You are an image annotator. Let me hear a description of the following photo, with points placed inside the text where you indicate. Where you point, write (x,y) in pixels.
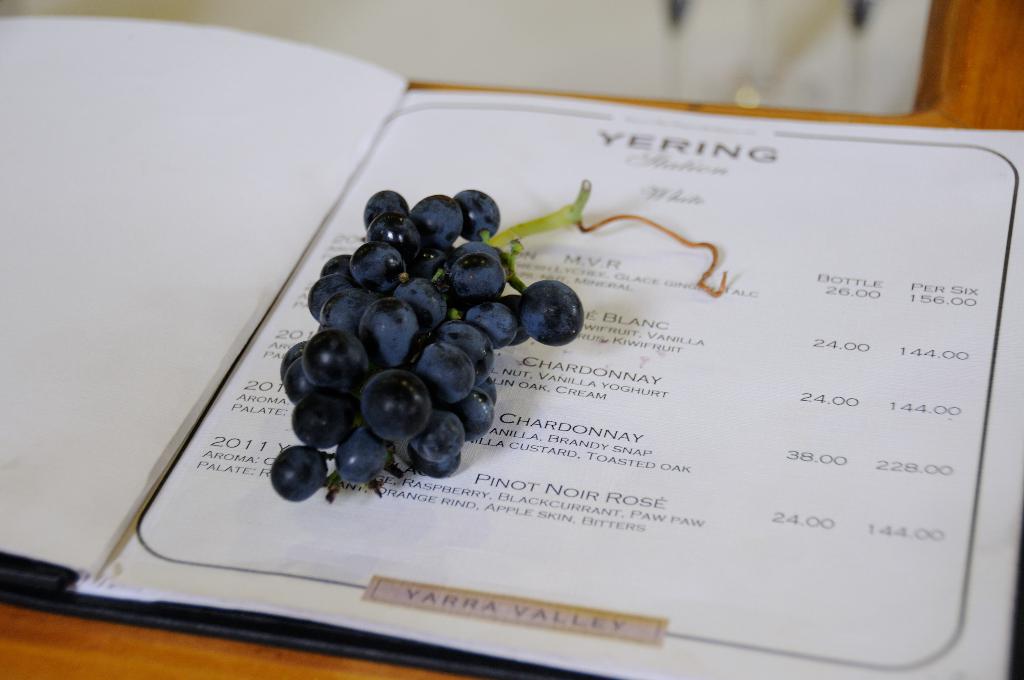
This picture shows a menu card (65,335) on the table (127,667) and we see bunch of grapes (387,204) on it.
